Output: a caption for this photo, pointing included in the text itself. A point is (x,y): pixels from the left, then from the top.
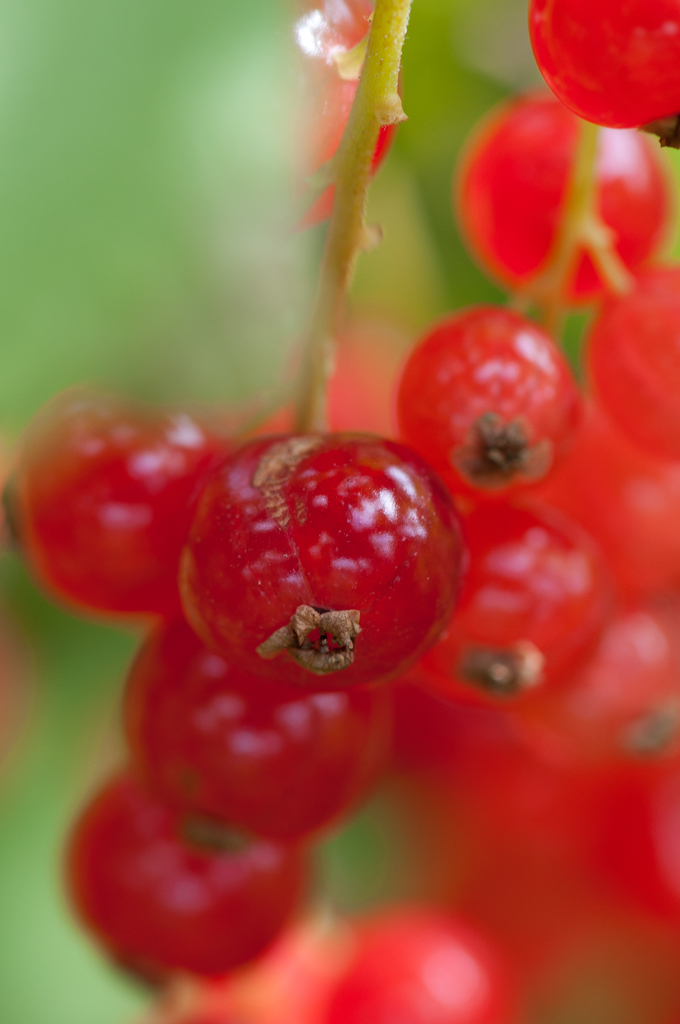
In the picture there are currants (409,493) to the branch (313,390) of a plant (322,383) and they are of red color.
